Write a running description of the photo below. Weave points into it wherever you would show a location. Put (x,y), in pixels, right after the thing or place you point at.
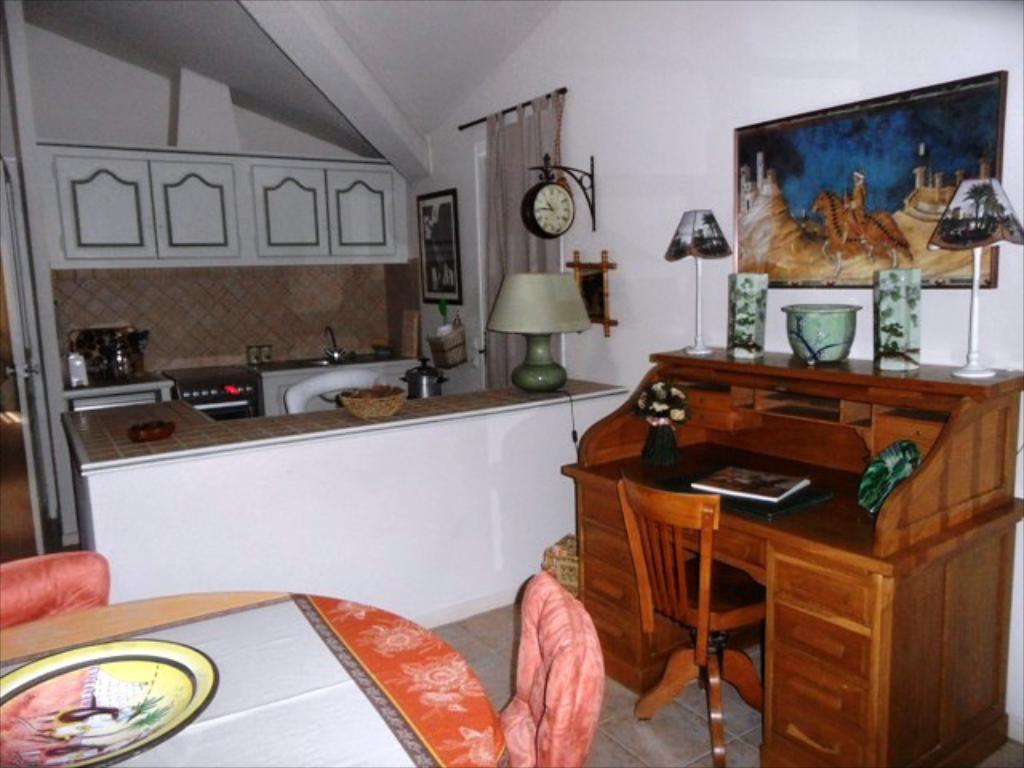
This picture is clicked inside. On the left (262,707) there is a table (255,617) on the top of which a plate (135,695) is placed and we can see the chairs (561,655) placed on the ground (685,734) and a wooden cabinet (807,461) on the top of which lamps (973,236) and some other items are placed and we can see the kitchen platform (123,414) on the top of which we can see there are some items (579,322). In the background (513,196) there is a curtain (510,214), picture frame (451,218) hanging on the wall (597,234), clock (544,200) attached to the wall (720,218), wooden cabinet (313,188) and the roof (301,6).
